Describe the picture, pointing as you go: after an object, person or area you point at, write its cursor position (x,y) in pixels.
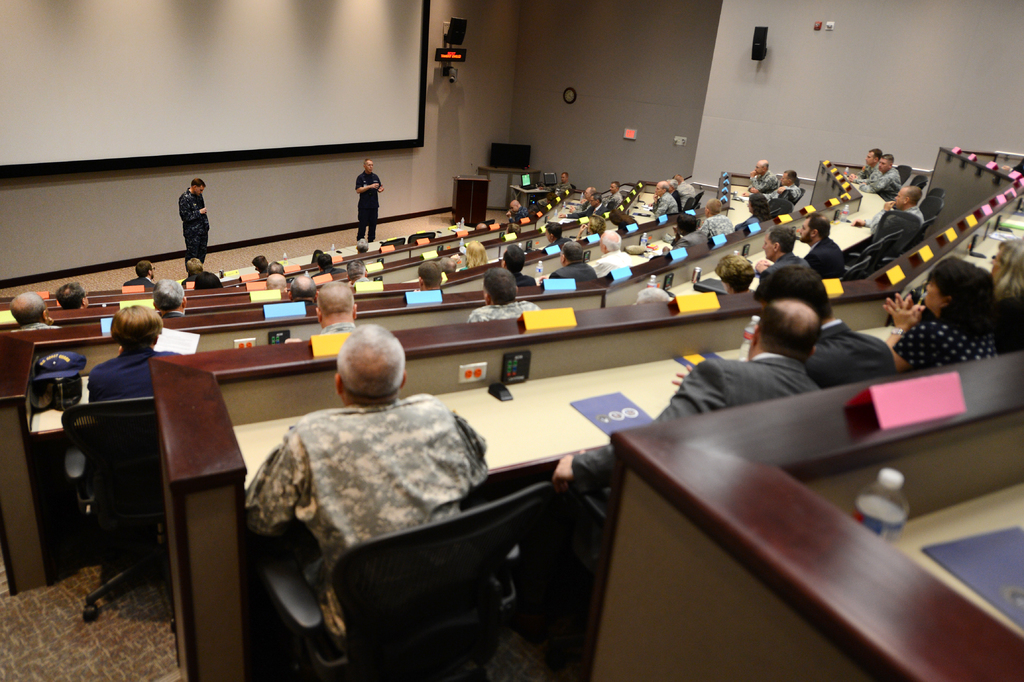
In this image there are group of persons (842,353) sitting on the table (255,302) and at the middle of the image (361,230) there are two persons (191,239) standing on the stage (172,266) and at the top of the image (187,163) there is a projector screen (260,96), sound box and at the right side of the image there is a sound box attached to the wall (613,149).
